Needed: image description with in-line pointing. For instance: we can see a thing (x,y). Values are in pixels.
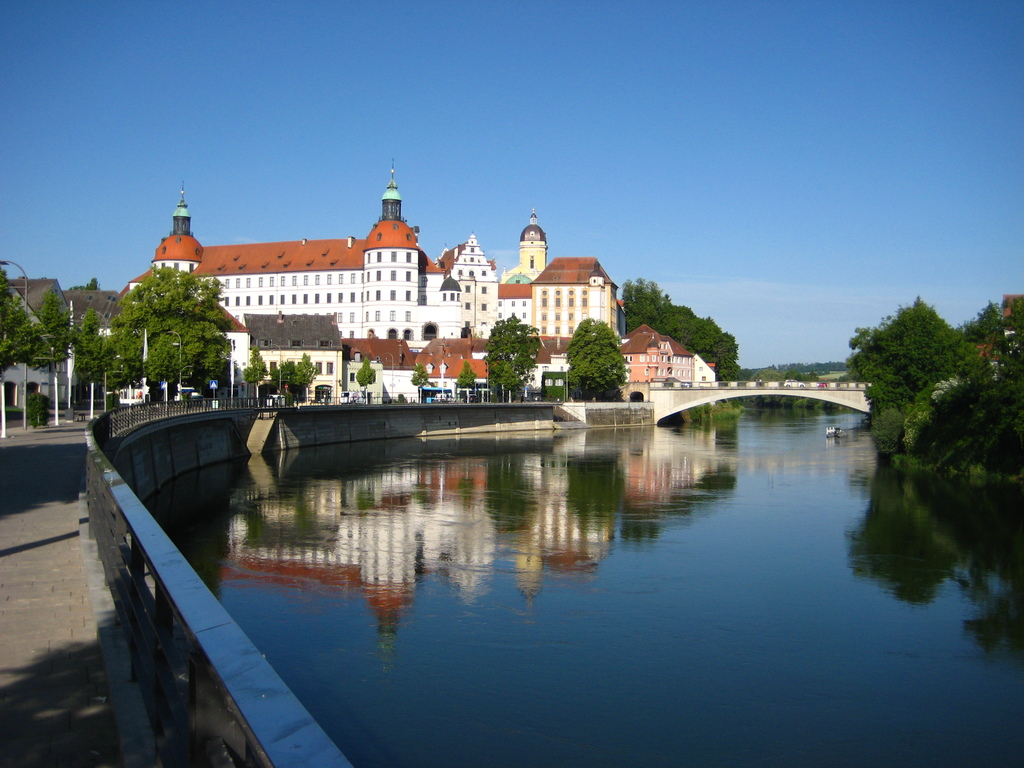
In this image on the right side (812,618), I can see the water (643,569). In the background (303,379), I can see the trees (518,366), houses (390,340) and the sky (673,140).
